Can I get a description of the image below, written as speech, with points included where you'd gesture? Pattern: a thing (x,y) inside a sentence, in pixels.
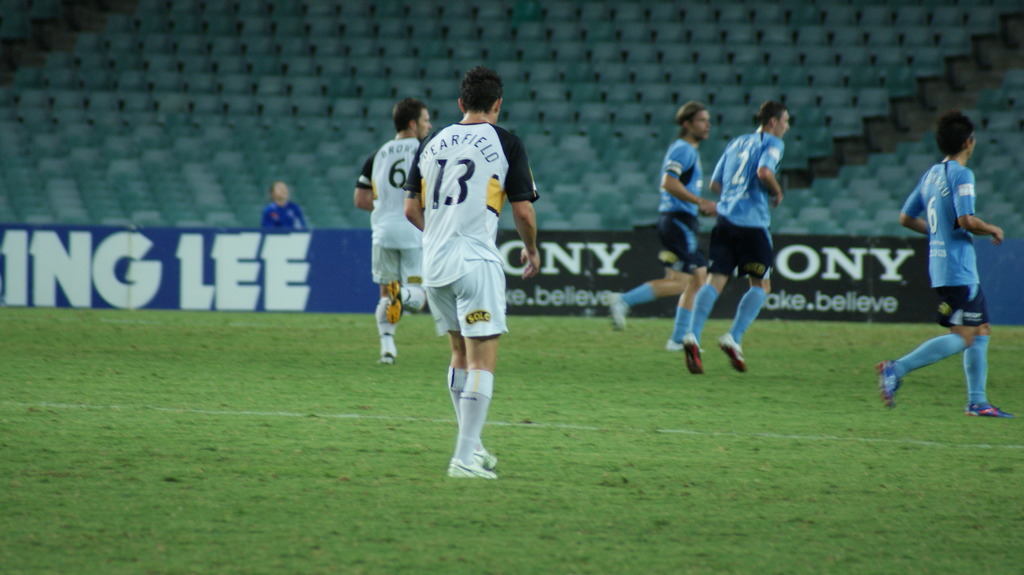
In this image we can see persons (961,337) standing on the ground (901,329) and an advertisement (129,249).
